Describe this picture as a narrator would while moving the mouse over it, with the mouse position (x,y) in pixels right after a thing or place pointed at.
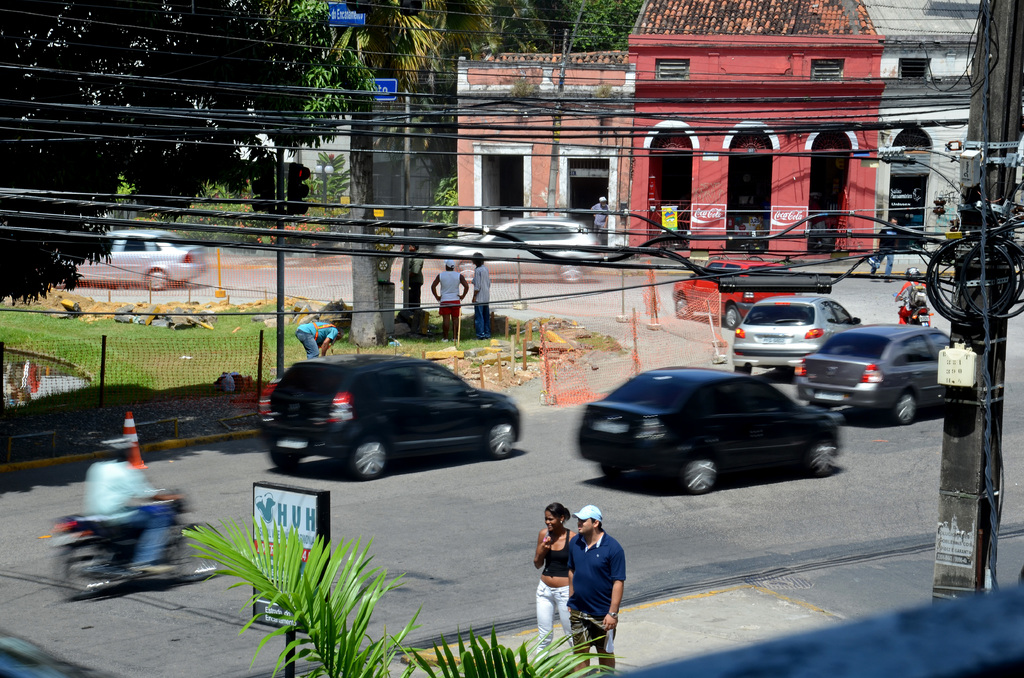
In this image we can see a group of vehicles (477,424) on the road (614,482). We can also see a man (615,571) and a woman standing on the footpath (743,628), a utility pole (998,327) with cables (986,342) and wires (996,313), the metal fence (120,403), traffic poles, some people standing on the grass field (143,396), some stones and the divider poles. We can also see some trees (198,154) and a building (940,32). On the bottom of the image (256,583) we can see a signboard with some text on it and a plant (313,605).
